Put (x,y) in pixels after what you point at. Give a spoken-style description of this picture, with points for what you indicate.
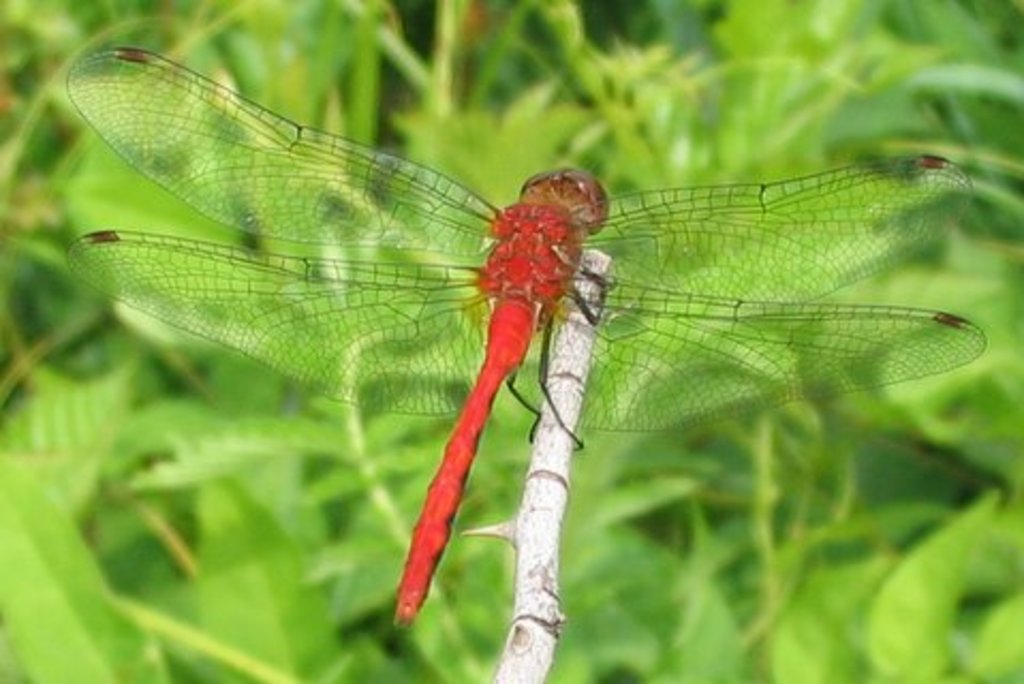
In this image there is a dragonfly (423,369) is sitting on a stem (548,523) in the middle of this image (504,425), and it seems there are some plants (287,495) in the background (834,440).
